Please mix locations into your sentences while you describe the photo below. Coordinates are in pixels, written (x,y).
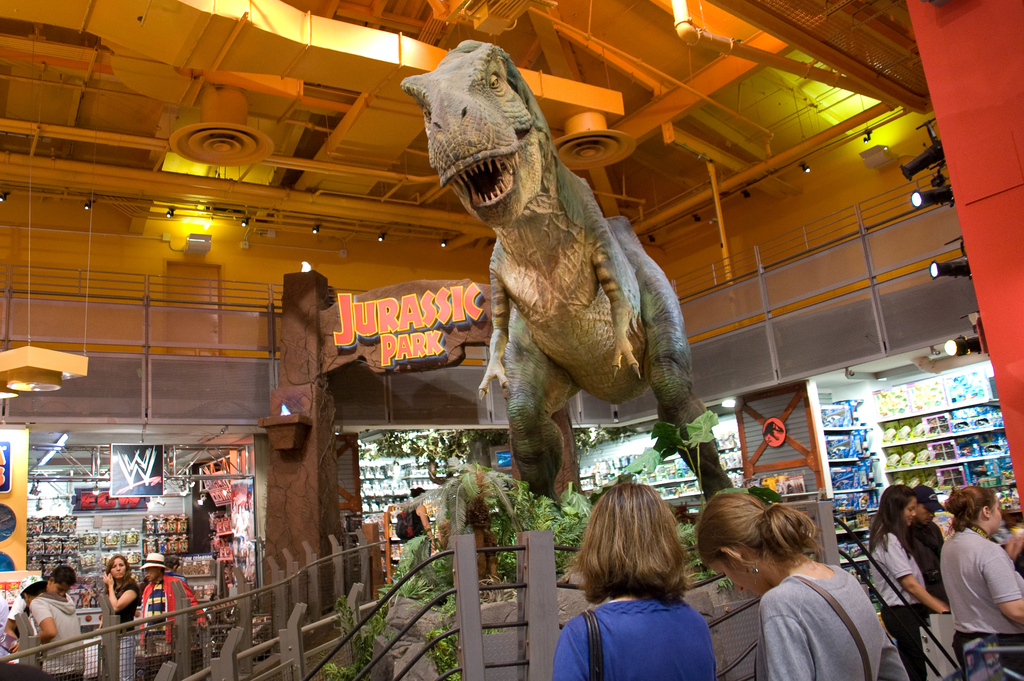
In this picture I can see the statue (533,291) of the dinosaur (505,335). I can see the hoardings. I can see stalls (845,494). I can see people (660,552) on the surface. I can see the metal grill fence (473,599). I can see light arrangements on the roof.
